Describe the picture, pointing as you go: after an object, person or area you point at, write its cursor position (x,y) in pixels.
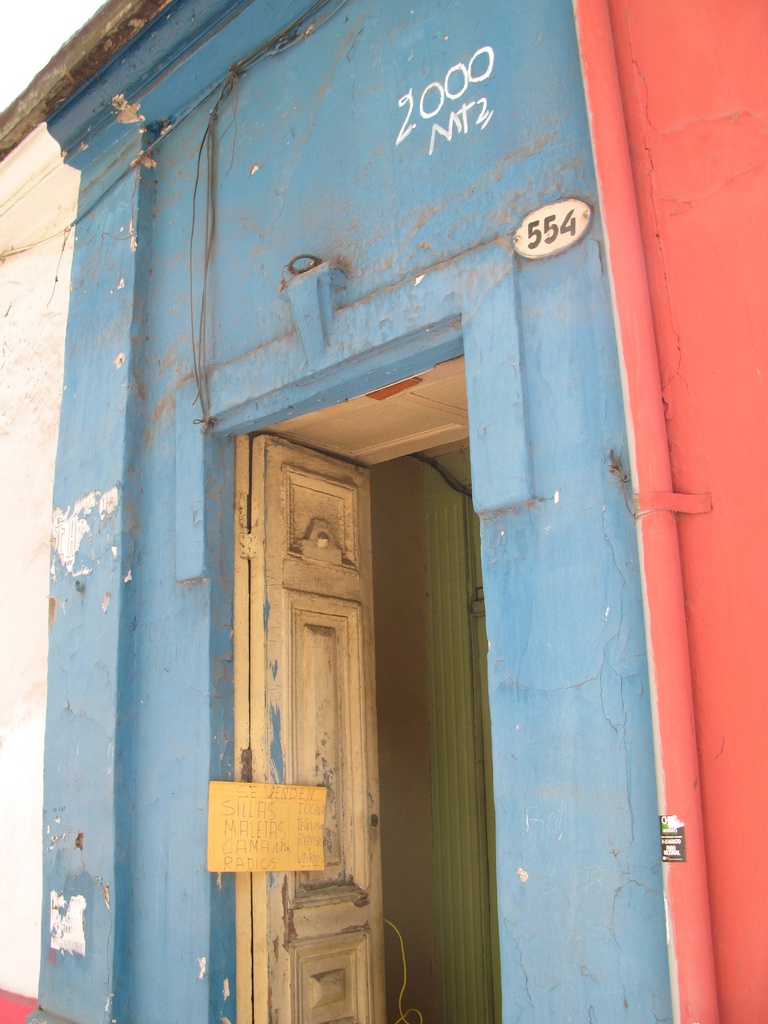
In this image I can see a door (359,791). I can see some text (466,121) written on the wall (301,168).
